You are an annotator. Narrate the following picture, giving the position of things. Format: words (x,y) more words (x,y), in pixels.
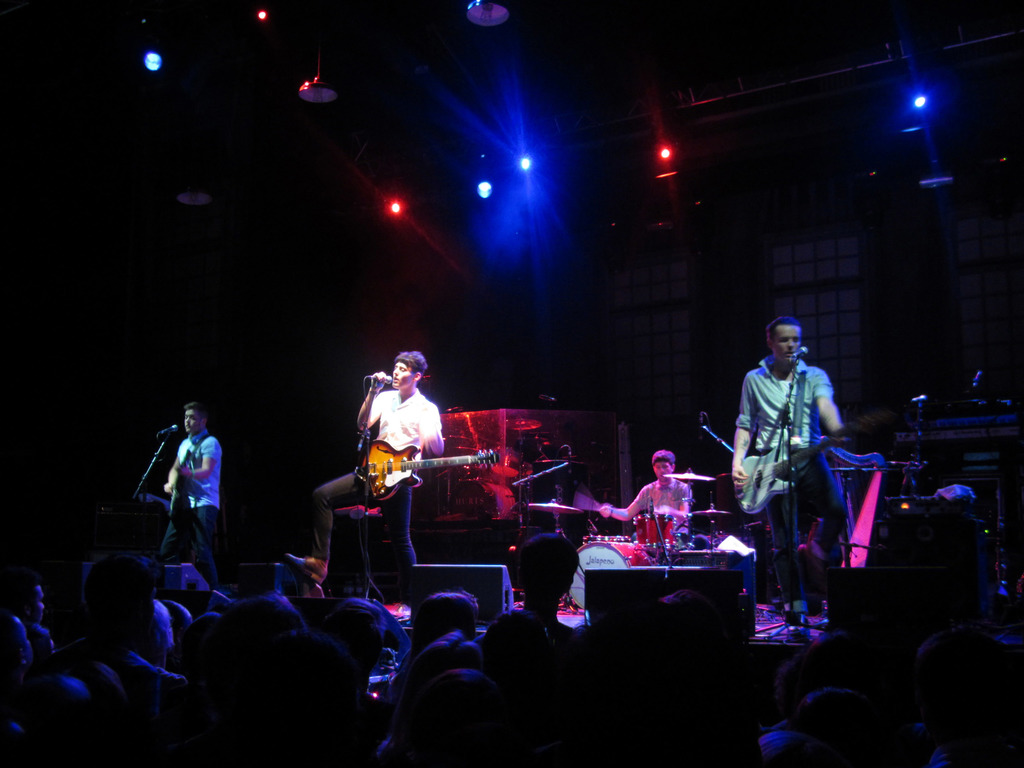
There are few people (211,450) on the stage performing by playing musical instruments (847,495) and singing in front of group of people (452,657) and behind them there are lights (522,174).
